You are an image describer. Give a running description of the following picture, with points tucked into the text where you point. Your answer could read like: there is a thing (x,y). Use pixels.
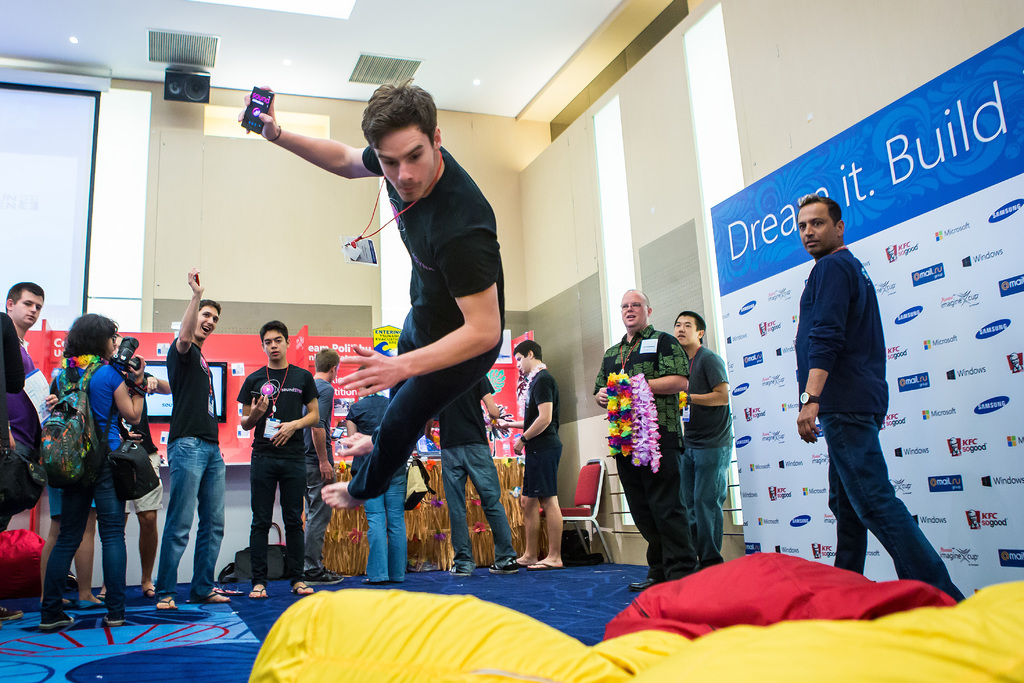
In the center of the image (421,311) we can see one person (430,248) is jumping and holding some object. At the bottom of the image (736,623), we can see some soft objects (421,666). In the background (70,254) there is a wall (285,238), board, monitor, one banner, posters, one chair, bag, few people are standing, few people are holding some object (620,436) and a few other objects (44,106).
